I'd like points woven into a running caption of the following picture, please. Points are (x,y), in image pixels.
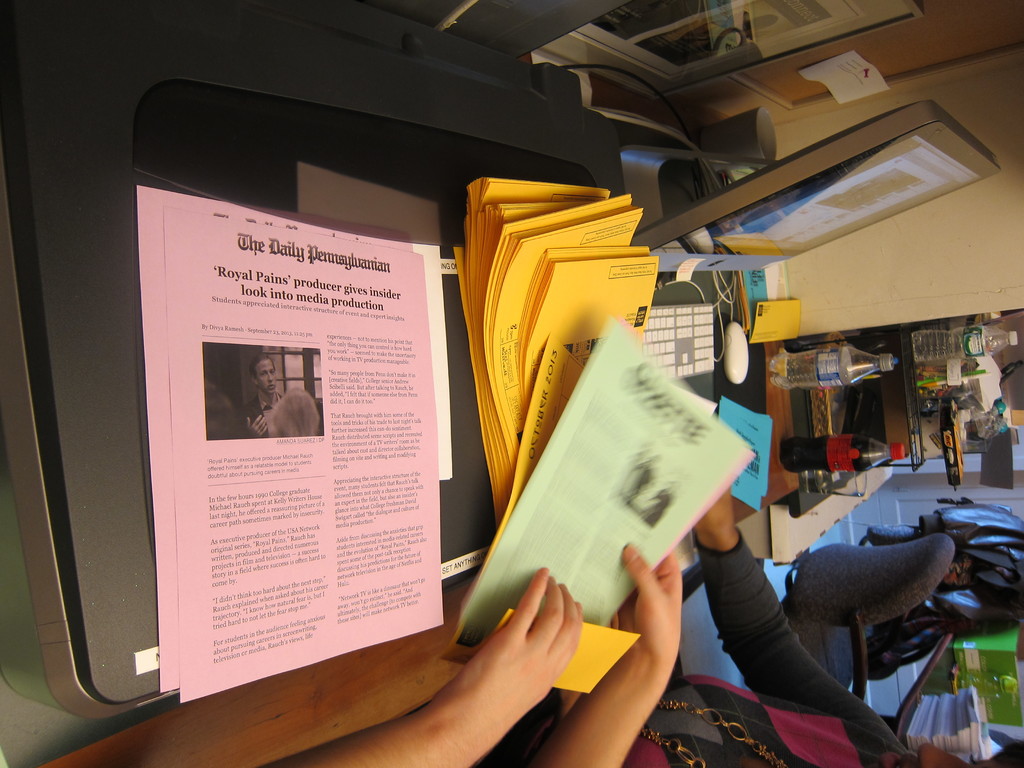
In this image there are people (774,699). In front of them there is a table (402,666). On top of it there is a computer (677,340), papers (572,395) and a few other objects (488,160). On the right side of the image (867,612) there is a chair (800,612). There is a table (933,683). On top of it there are books (954,699), box (987,660). In front of the table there is some object (976,579). There is another table (924,384). On top of it there are water bottles (1000,338) and a few other objects (979,398). In the background of the image (991,307) there is a wall (973,272).
